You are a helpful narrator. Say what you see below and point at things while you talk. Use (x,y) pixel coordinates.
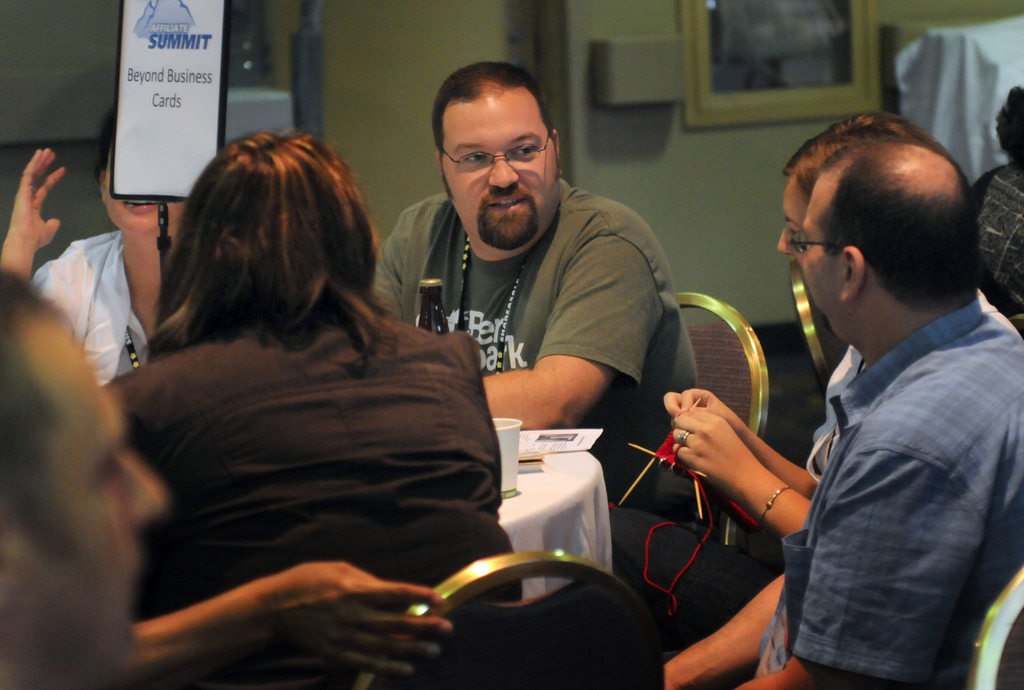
In the image there are few people (529,412) sitting on the chairs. There is a table (524,497) with white cloth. On the table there is a paper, bottle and some other items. There is a poster (153,175) on the table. In the background (809,65) there is a wall (891,83) with door (381,51) and some other items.
